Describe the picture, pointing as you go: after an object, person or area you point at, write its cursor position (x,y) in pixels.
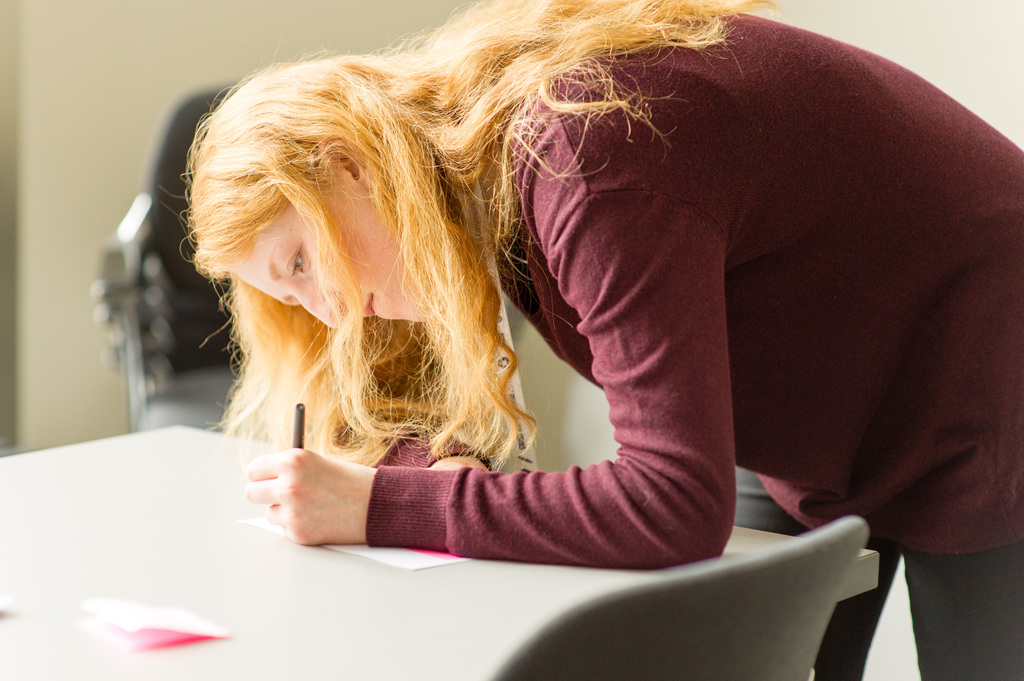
here in the picture we can see a woman (635,238) bending down and writing something on a paper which is on the table (214,608), here we can also the chair (695,620) near to the table (517,585).
